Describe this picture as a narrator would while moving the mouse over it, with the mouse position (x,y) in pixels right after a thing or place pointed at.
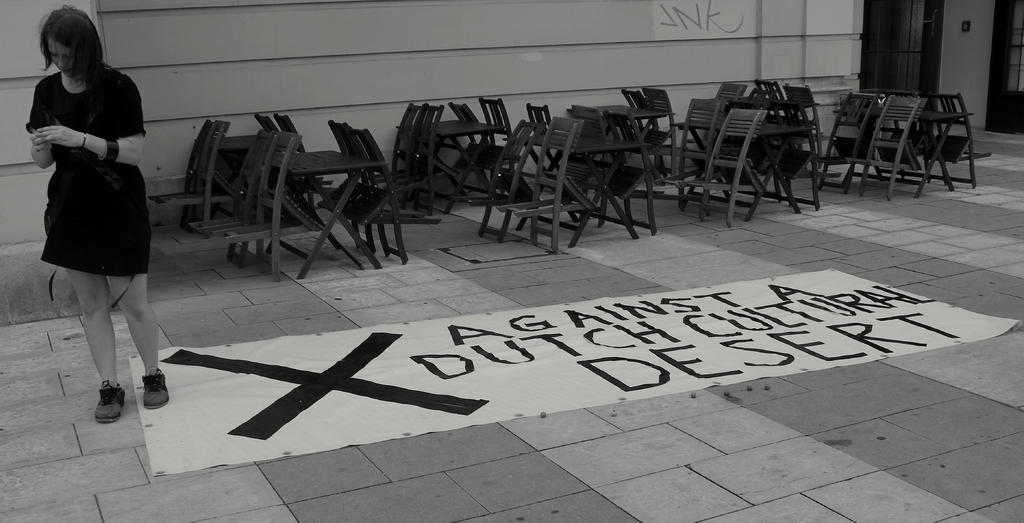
In this image I see a woman (134,116) and there are lot of chairs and tables (926,174) over here and I can also see that she is on the path (957,492). In the background (19,27) I see the wall (19,27).
